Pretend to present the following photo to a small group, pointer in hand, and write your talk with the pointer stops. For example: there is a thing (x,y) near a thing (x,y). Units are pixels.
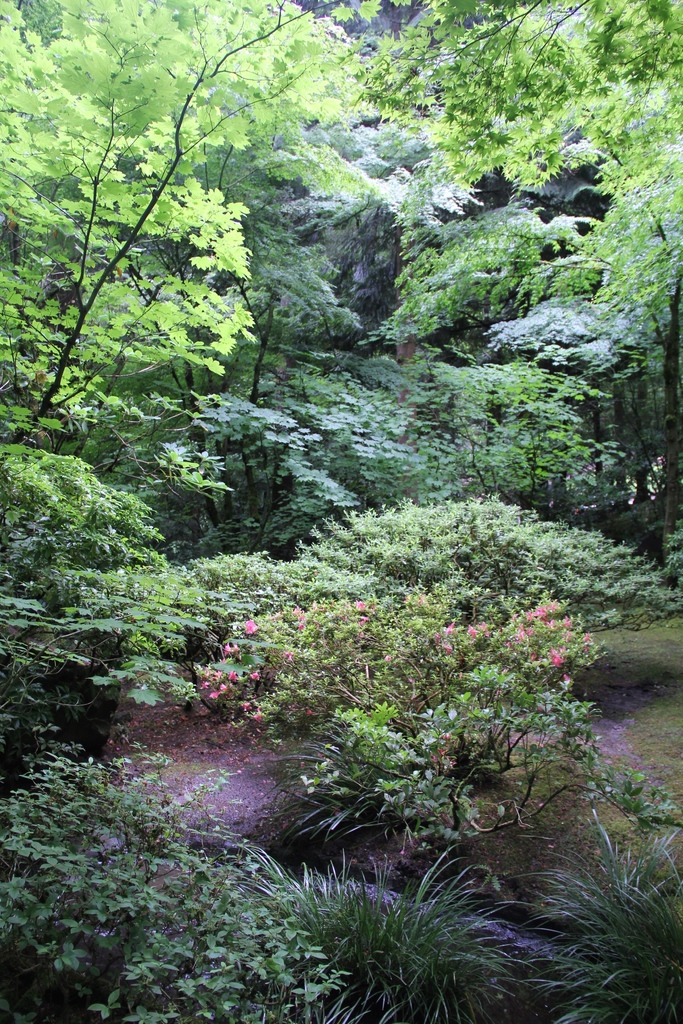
In this image I can see many trees (299,247) and the plants (132,857). There are some pink color flowers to the plants (450,787).
